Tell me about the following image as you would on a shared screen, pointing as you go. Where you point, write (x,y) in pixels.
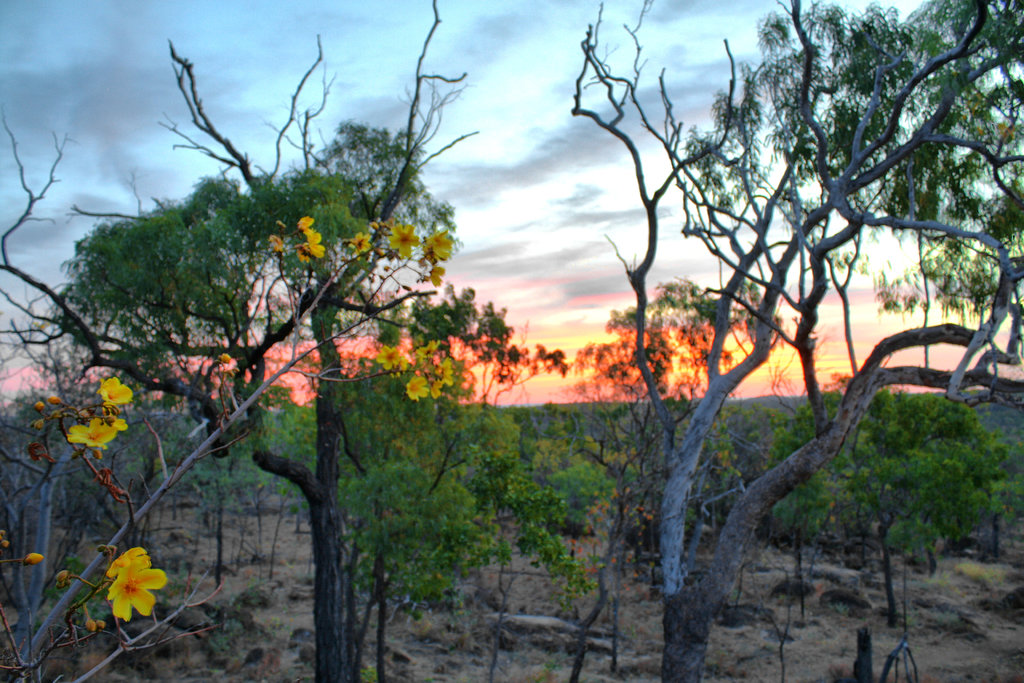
This image consists of many trees (298,445). In the front (57,415), there are flowers (439,269) in yellow color. In the background (621,532), we can see trees (666,105). In the background (605,137), we can see clouds (688,90) in the sky (103,108). At the bottom (646,613), there is grass (531,675) on the ground (190,678).
